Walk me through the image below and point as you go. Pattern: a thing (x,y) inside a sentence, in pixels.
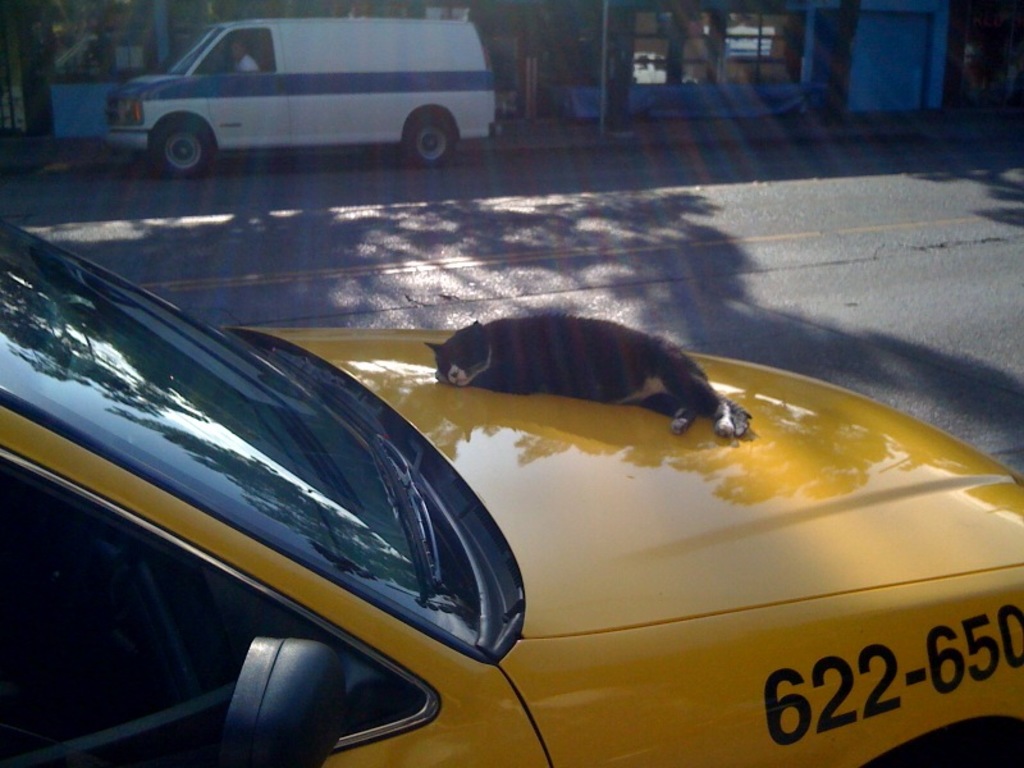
In this picture there is a cat (450,350) lying on a truncated vehicle (487,400) and we can see the road (672,284). There is a person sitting inside a vehicle (315,67). In the background of the image (328,5) it is blurry and we can see wall (699,94).
